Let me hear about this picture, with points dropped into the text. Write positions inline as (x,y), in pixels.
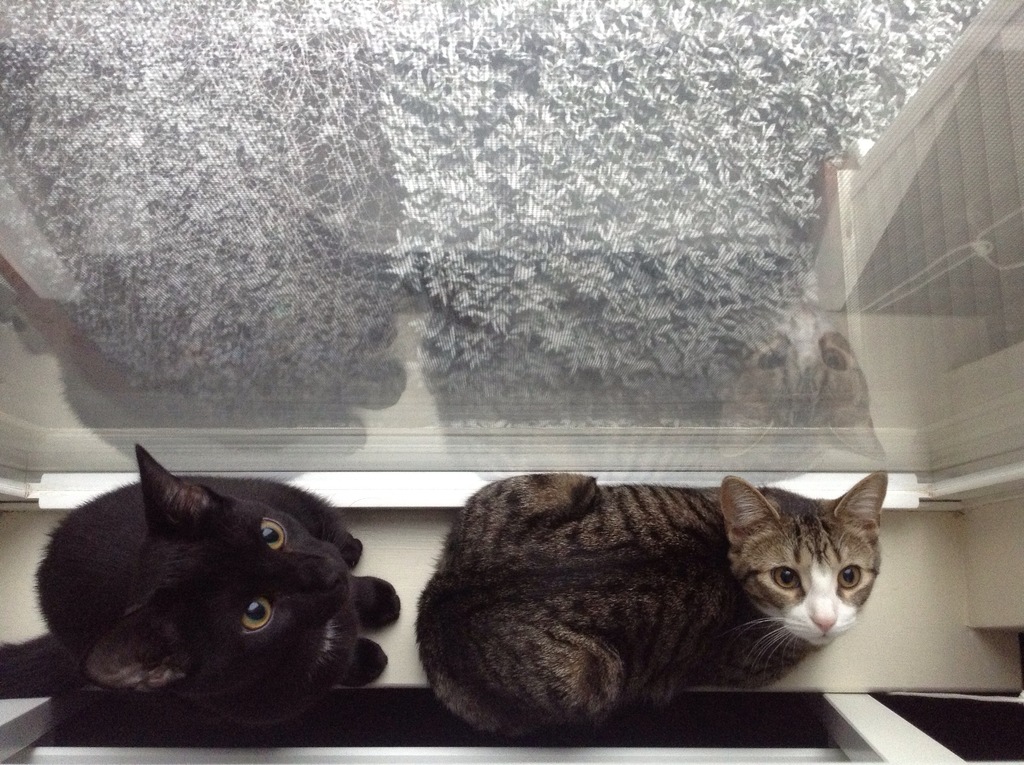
This picture is clicked inside. In the foreground (495,553) we can see the two cats (839,611) sitting on the windowsill (933,632). In the background (505,265) we can see there are some objects (915,220).
